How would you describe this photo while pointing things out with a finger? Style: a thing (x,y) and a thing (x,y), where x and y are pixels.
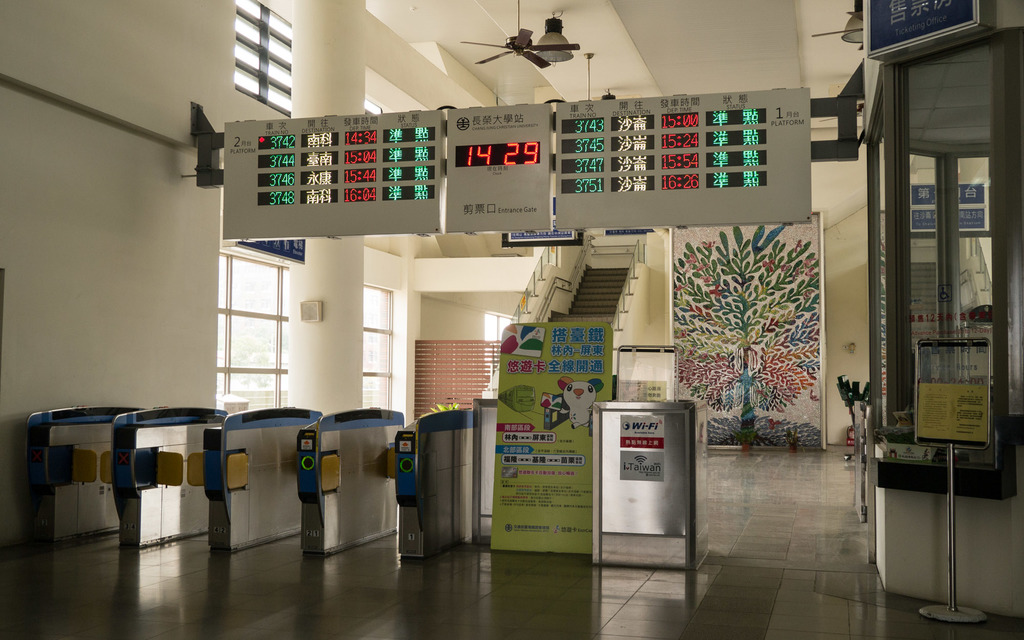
In this picture we can see devices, digital screens (601,177), boards (603,191), floor (386,568) and poster (601,333) on glass (989,61). In the background of the image (720,331) we can see steps (604,307), painting (729,285) on the wall (853,295), windows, fan (524,50), steps (585,273), pillar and objects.
